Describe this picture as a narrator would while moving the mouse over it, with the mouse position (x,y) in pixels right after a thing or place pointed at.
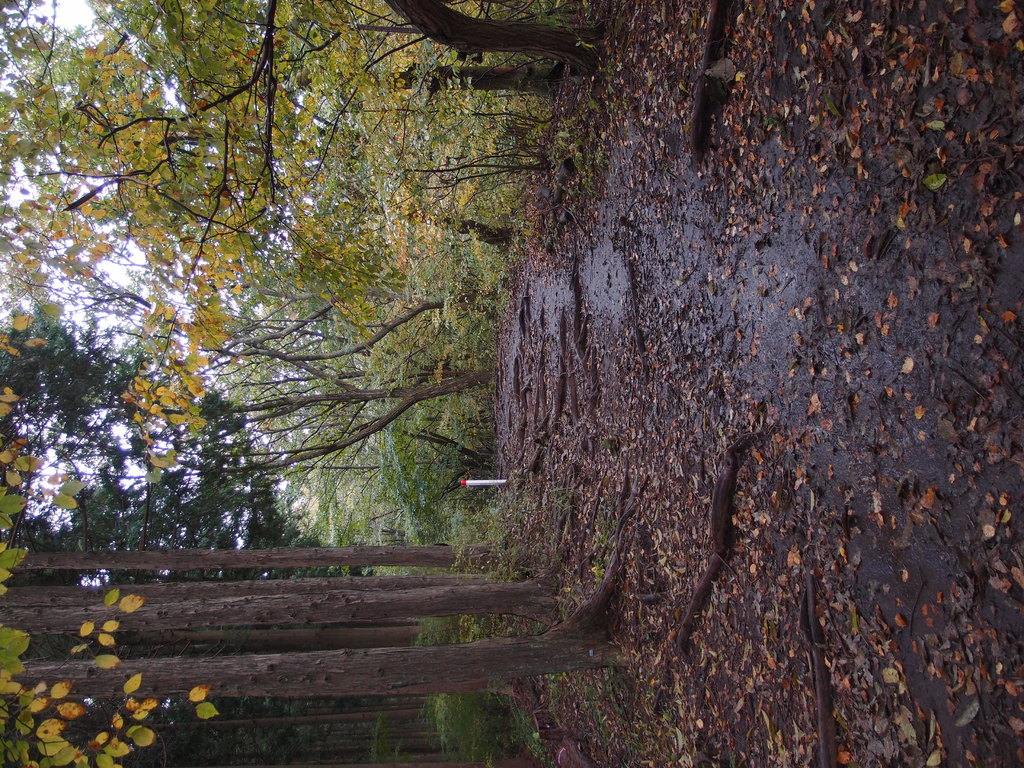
On ground (775,322) there are dried leaves (712,181). Here we can see a number of trees (184,376).
